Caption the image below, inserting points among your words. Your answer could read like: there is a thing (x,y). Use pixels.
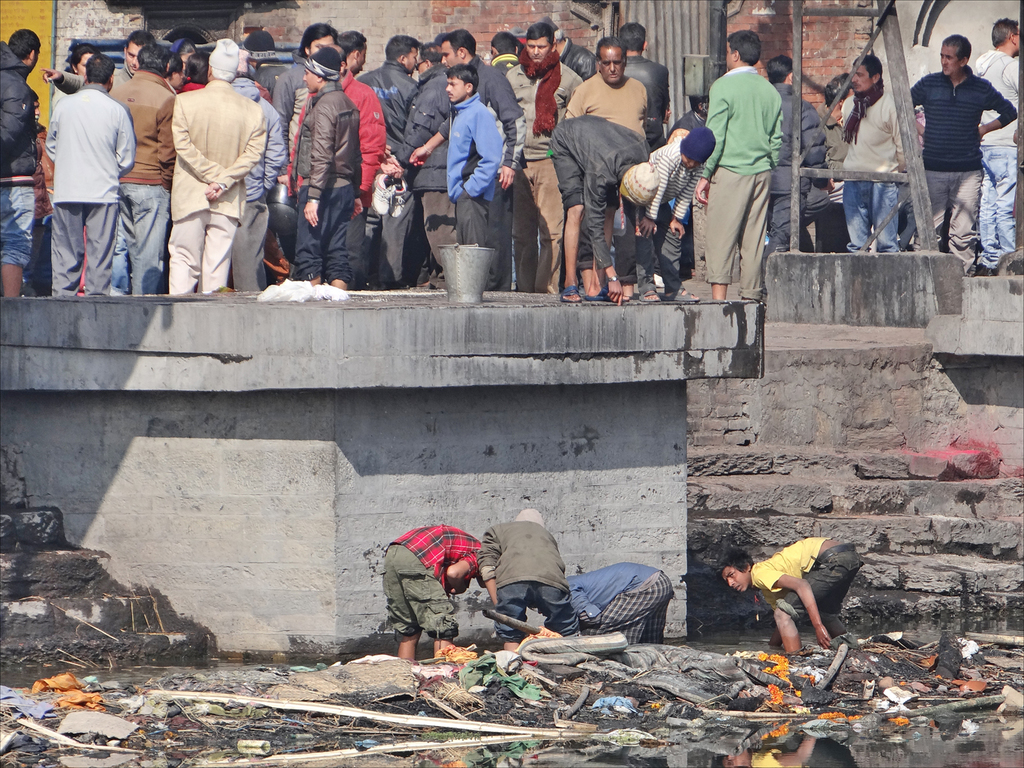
There are four people (551,574) standing in the garbage (442,668) as we can see at the bottom of this image (500,688). We can see a crowd (572,234) at the top of this image (262,164) and the wall (405,13) is in the background (568,26).
